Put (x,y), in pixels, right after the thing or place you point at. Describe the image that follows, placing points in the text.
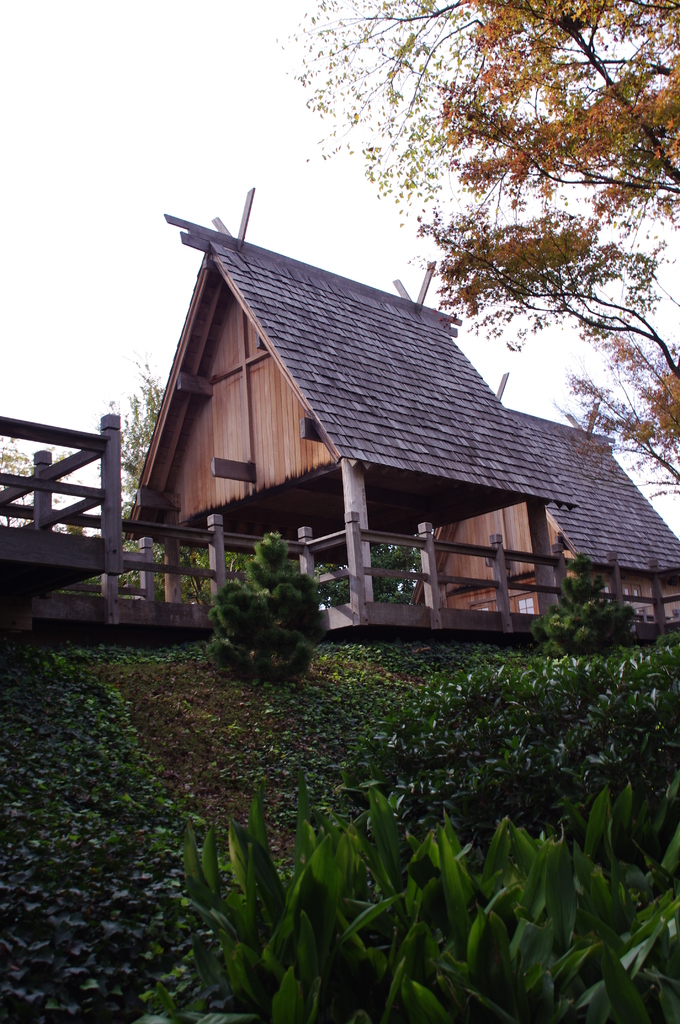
In the foreground of this image (281,680), there are plants (299,755). In the middle (440,580), there is railing (119,528), a hut like structure (411,471) and a house (568,518) behind it. On the right (619,188), there is a tree (523,135) and at the top (176,83), there is the sky (138,61).
